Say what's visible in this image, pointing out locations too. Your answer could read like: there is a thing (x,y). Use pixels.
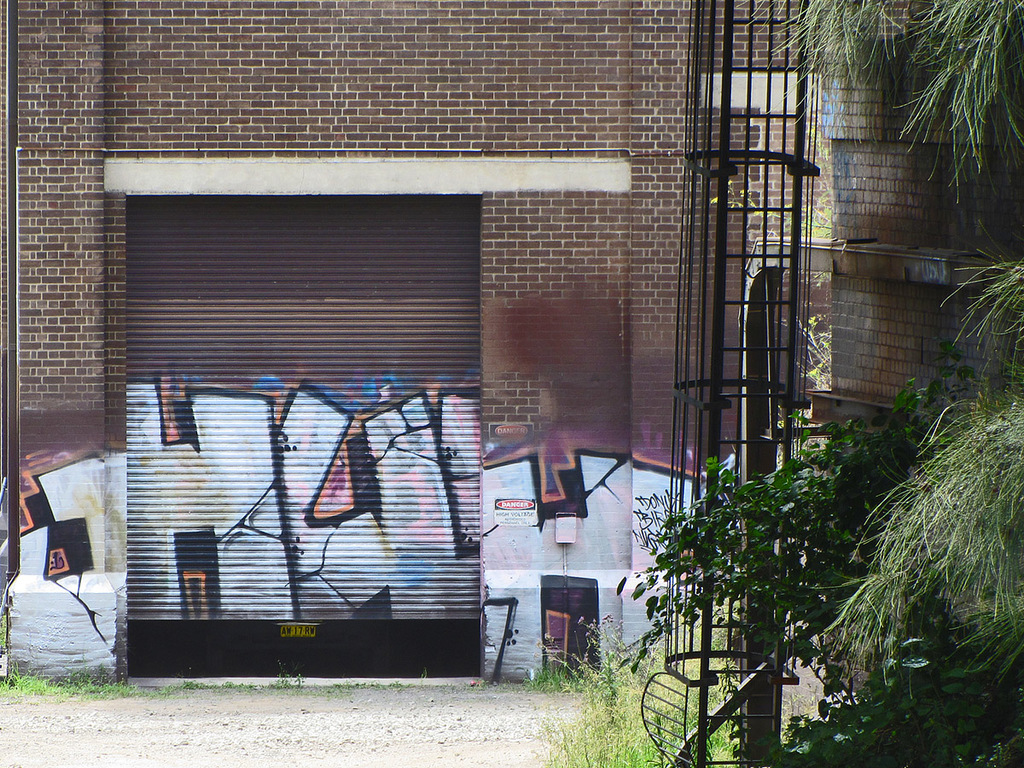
In this picture I see the plants (566,726) in the front (979,18) and in the background (372,120) I see the wall (441,137) and I see the shutter (314,289) on which there is graffiti (263,558) and I see the path (224,719) and on the right side of this image (702,359) I see the rods (701,5).
